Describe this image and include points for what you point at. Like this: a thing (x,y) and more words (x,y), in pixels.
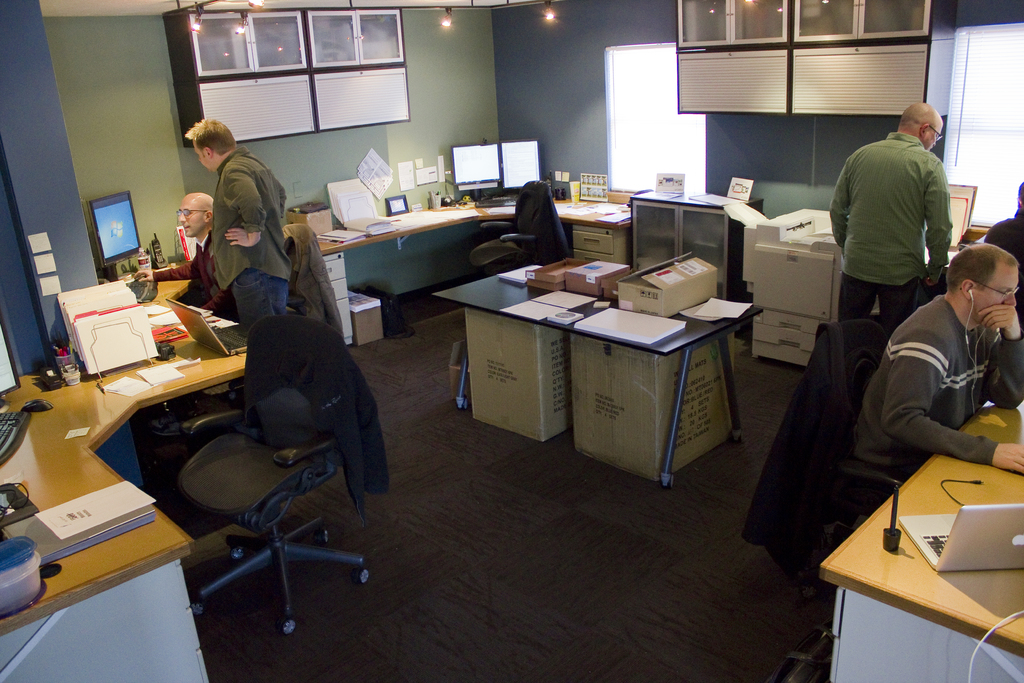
This picture shows couple of them (915,326) seated on the chairs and two of them (250,158) standing and we see computers (120,198) and laptops (978,534) on the table (821,569) and we see few papers (663,330) and boxes (541,335).
